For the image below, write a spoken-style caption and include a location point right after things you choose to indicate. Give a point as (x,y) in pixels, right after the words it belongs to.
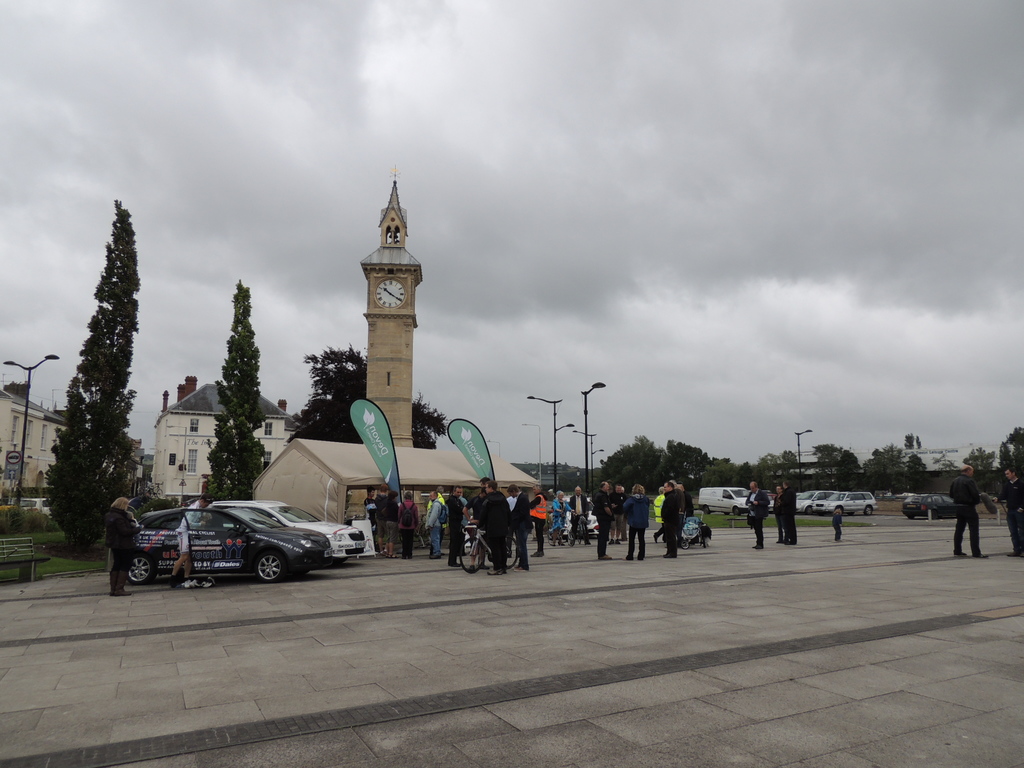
This is an outside view in this picture, on the left side (54,411) there are some houses (33,466), trees (443,434), poles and street lights (23,475). And on the right side (834,465) there are some trees (691,479), poles (555,418), lights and houses (951,461) and at the bottom (394,604) there is road (232,681). On the road (682,610) there are some people (966,480) who are walking and also there are some vehicles (848,495), on the top of the image (279,166) there is sky (737,251).
